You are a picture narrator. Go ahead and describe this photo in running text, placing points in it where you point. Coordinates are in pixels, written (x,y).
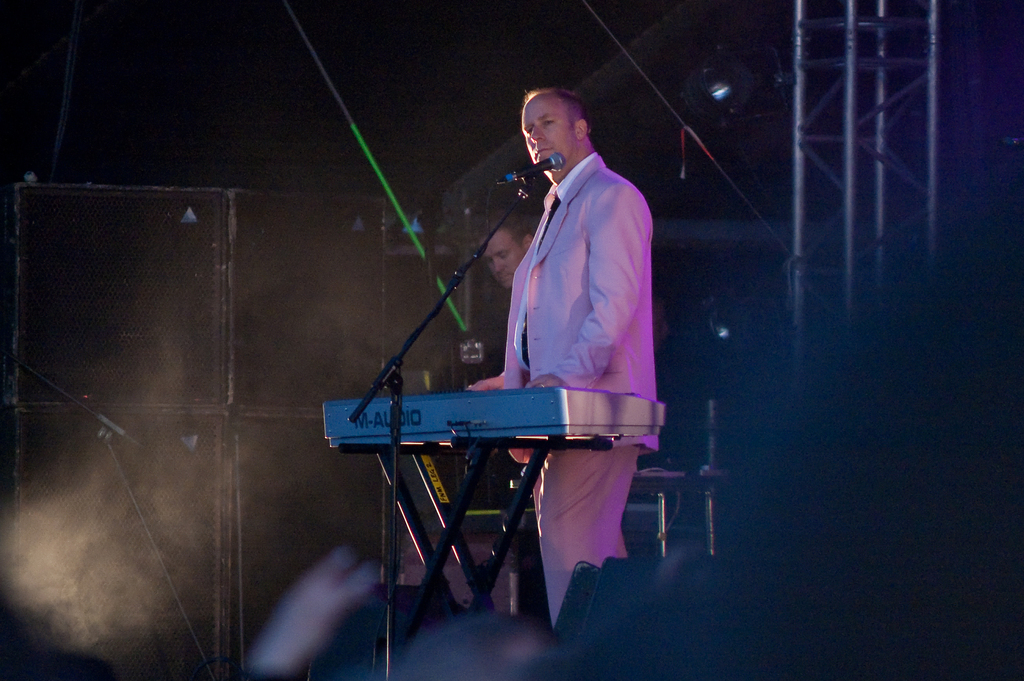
In the middle of the image (475,401) there is a microphone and piano (483,392). Behind the piano (516,395) two persons (641,245) are standing. Behind them there are some poles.
